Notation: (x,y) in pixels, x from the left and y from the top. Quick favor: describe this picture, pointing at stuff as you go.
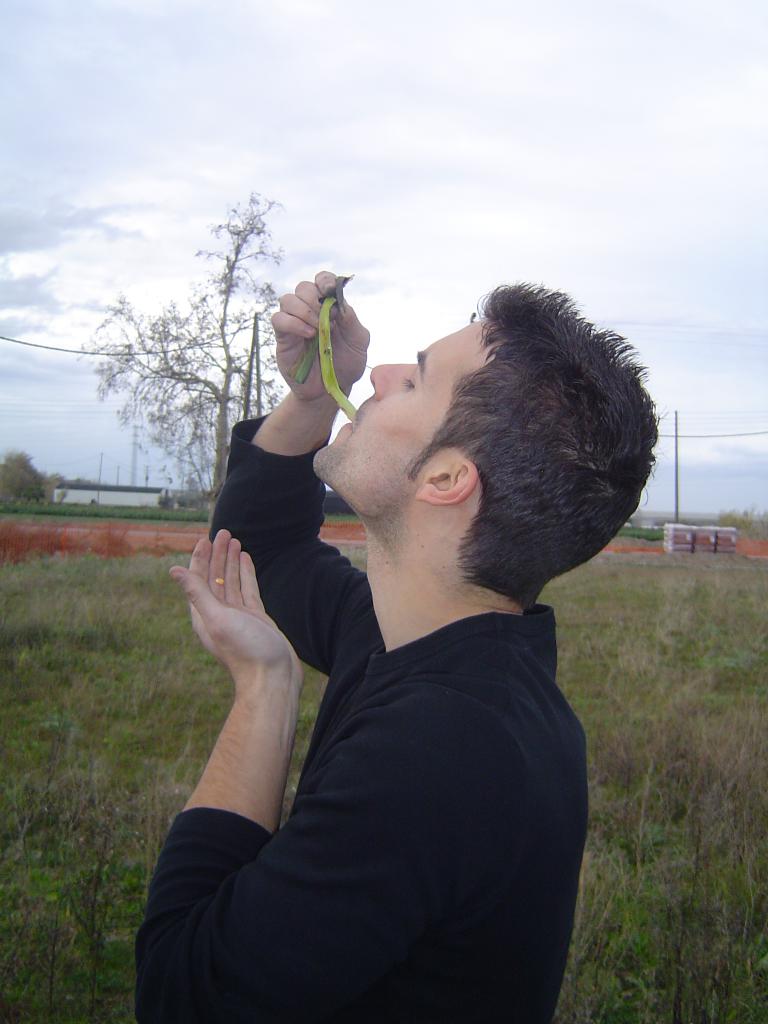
In this picture I can see there is a man (380,782) eating and there's grass (105,711) on the floor (136,674) and there is a tree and a building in the backdrop (172,459) and the sky (346,147) is cloudy.
